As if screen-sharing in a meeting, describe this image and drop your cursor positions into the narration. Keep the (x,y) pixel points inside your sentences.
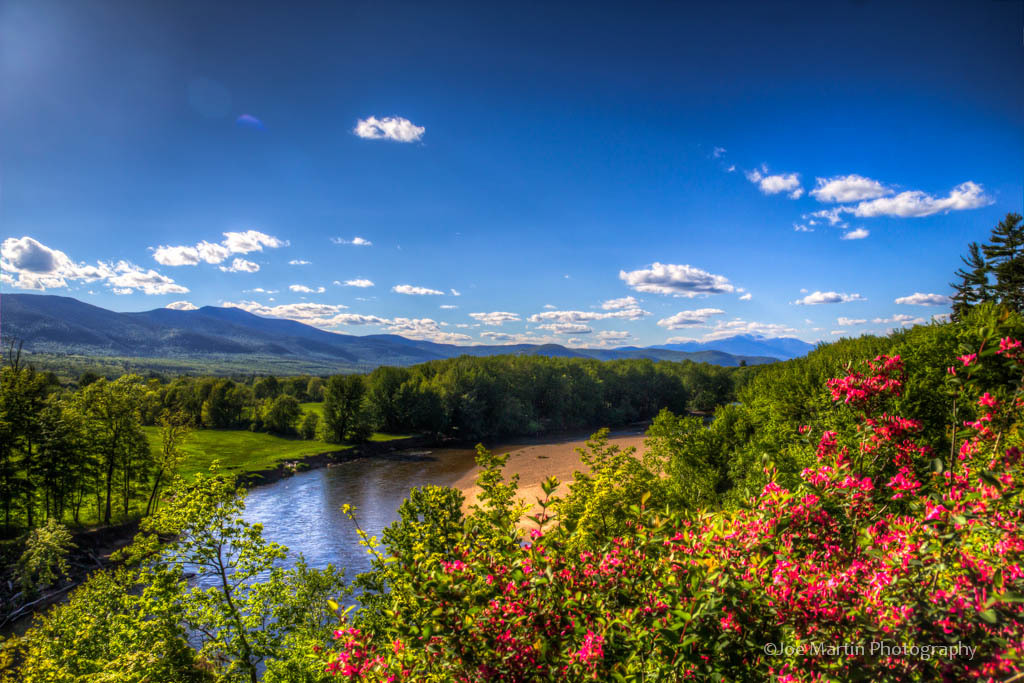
In the foreground of this image (225,563), there are flowers (639,597) to the plants (305,605). In the background (385,503), there is a river (397,465), trees (447,362), mountains (426,342), sky (551,102) and the cloud (376,125).
